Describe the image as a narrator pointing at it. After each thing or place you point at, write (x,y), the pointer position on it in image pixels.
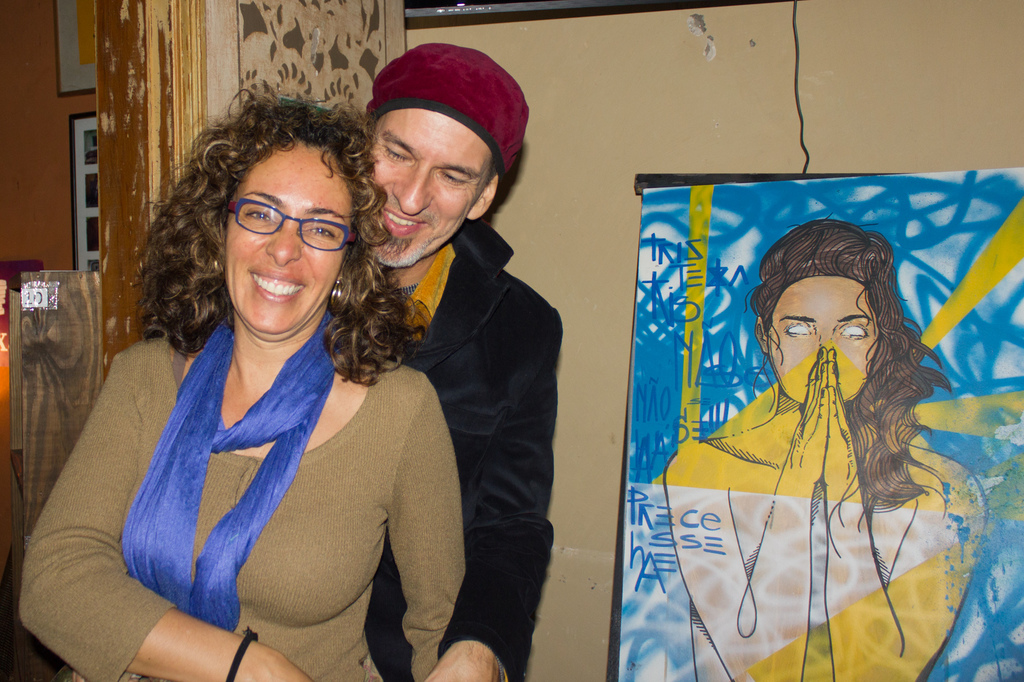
In this picture there is a man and a woman (229,369) on the left side of the image (300,294) and there is a poster (829,310) on the right side of the image (884,465) and there is a pillar (203,104) behind them, it seems to be there is a window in the background area of the image (70,175).
